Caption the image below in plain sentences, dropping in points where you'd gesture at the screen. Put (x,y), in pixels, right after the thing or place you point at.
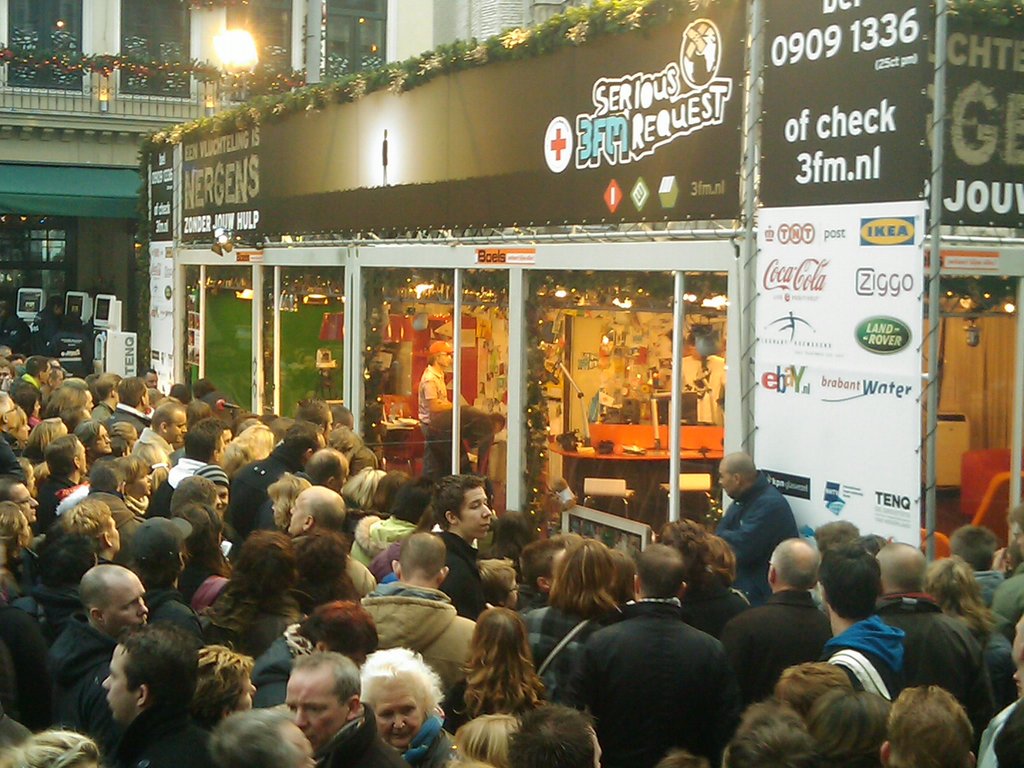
In this picture there are many persons (408,568) standing in front of a store (527,412) which has something written on it and there is a light (232,39) and a building (292,28) in the background (274,28).
